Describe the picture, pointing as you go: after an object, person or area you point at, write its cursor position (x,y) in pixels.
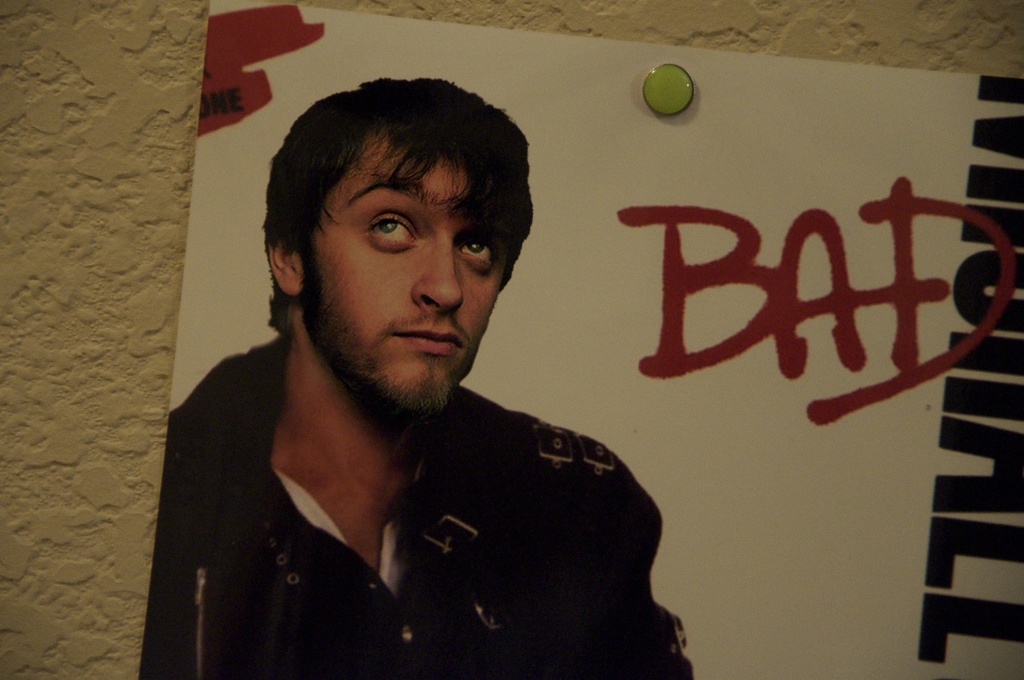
There is one poster (611,321) attached on the wall (152,100) as we can see in the middle of this image (593,258). We can see there is a picture of a person (491,433) on the poster (475,455). There is some text (811,304) written on the right side of this image (814,287).
